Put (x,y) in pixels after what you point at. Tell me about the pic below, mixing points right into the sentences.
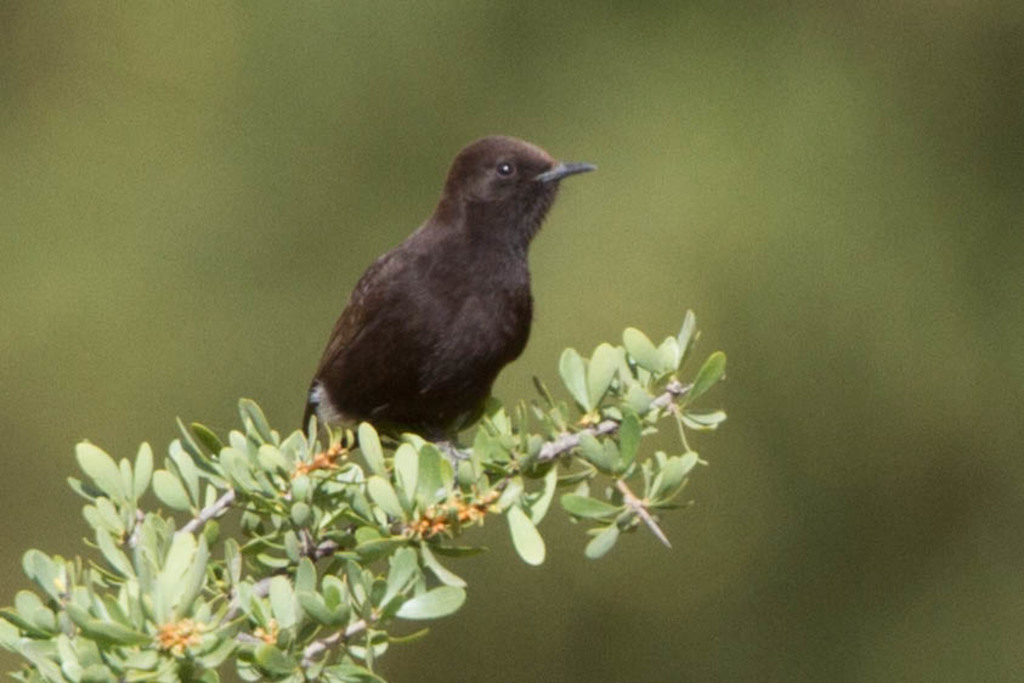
This image consists of a bird (424,393) in black color sitting on a plant (533,445). The background (41,102) is blurred.
